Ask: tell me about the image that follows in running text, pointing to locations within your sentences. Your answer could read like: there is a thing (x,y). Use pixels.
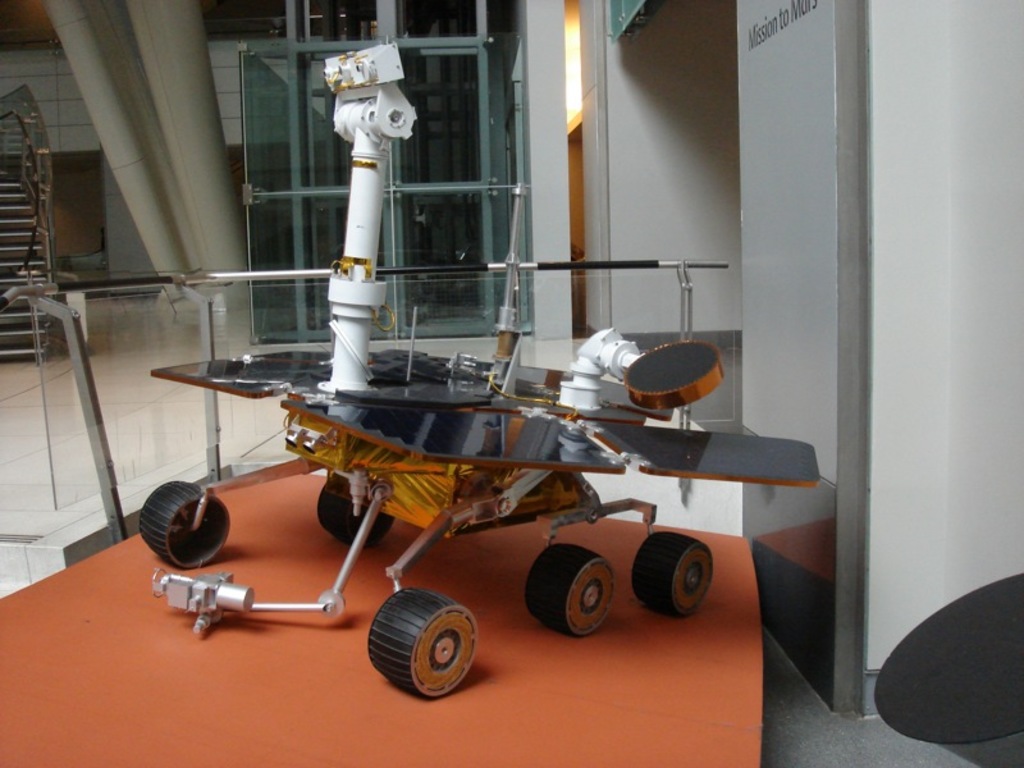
Here it is a robotic machine (516,420), In the back side (339,256) it's a glass wall (395,190).
